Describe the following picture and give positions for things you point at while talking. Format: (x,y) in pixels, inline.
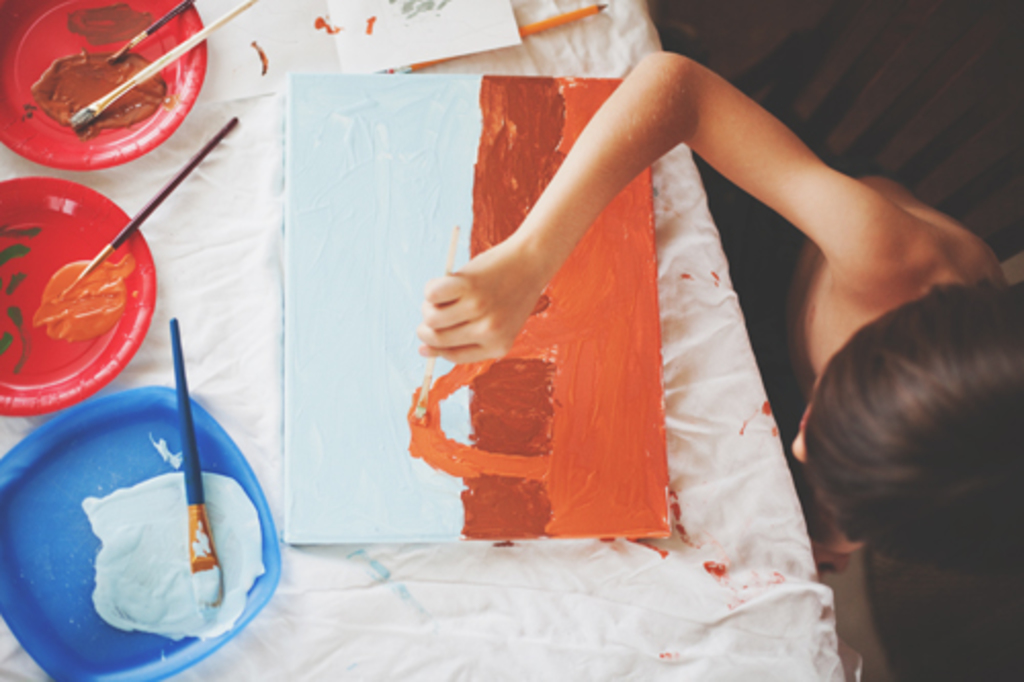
In the picture there is a kid (816,239) painting a picture (435,408), there is a board (373,279) and in front of that there are different colors (123,111) and kid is painting with the brushes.
